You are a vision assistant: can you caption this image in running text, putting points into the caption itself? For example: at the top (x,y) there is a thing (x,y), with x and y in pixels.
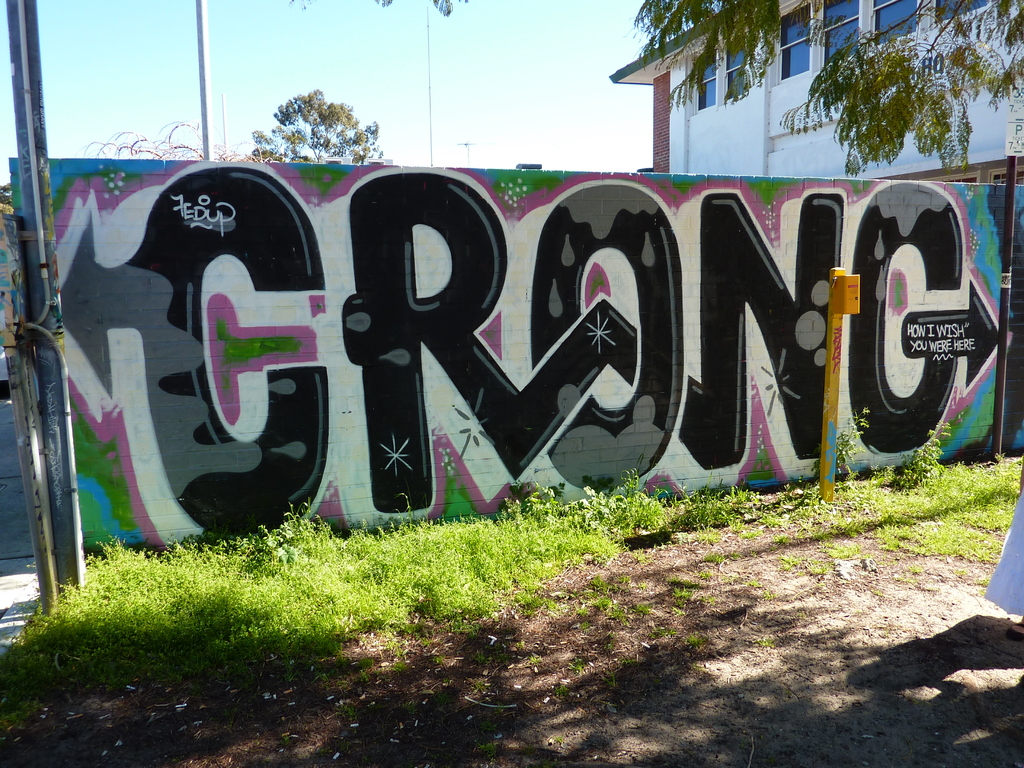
In this image I can see grass (980,471), shadows (241,707), few poles (58,444), few trees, a building (716,159), the sky (463,133) and here on this wall (465,336) I can see a painting (465,336).
